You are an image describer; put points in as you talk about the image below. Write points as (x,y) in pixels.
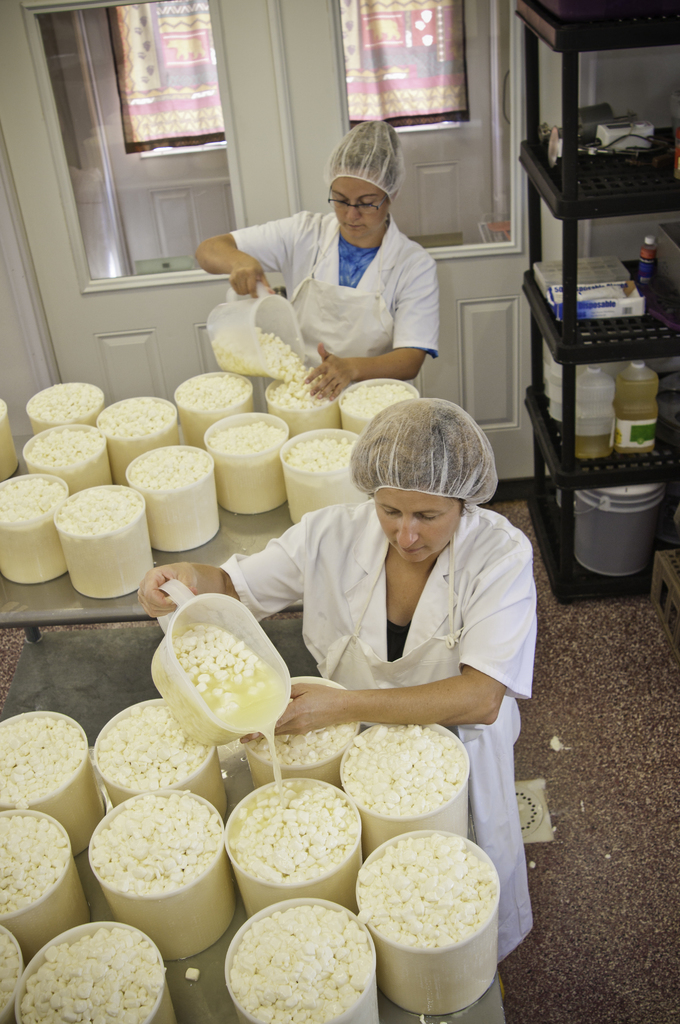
In this image, we can see containers (205,768) containing cheese curds (208,836) and there are tables (77,656) and we can see people (310,553) standing and holding vessels (232,603) and wearing caps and coats (327,510). In the background (227,95), there are doors (257,101) and we can see some objects (588,441) in the rack (599,483). At the bottom (617,777), there is a floor (596,848).
